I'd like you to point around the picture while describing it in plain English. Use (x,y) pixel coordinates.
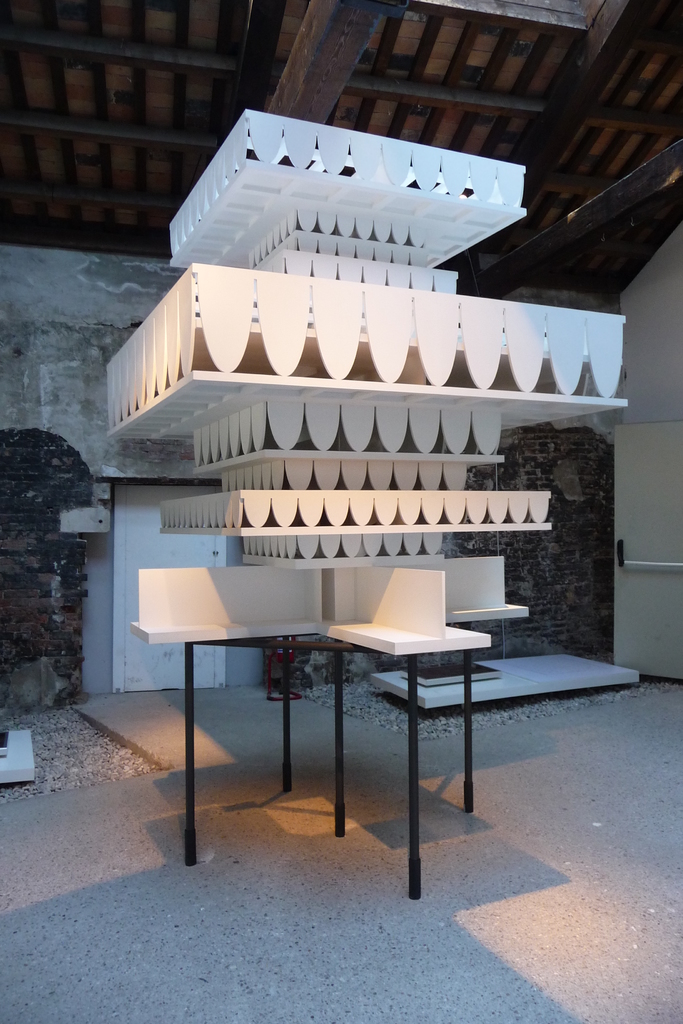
In this image we can see some architecture (186,413) which is on table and in the background of the image (66,464) there is a wall (6,260) and top of the image (489,31) there is a roof (304,59).
